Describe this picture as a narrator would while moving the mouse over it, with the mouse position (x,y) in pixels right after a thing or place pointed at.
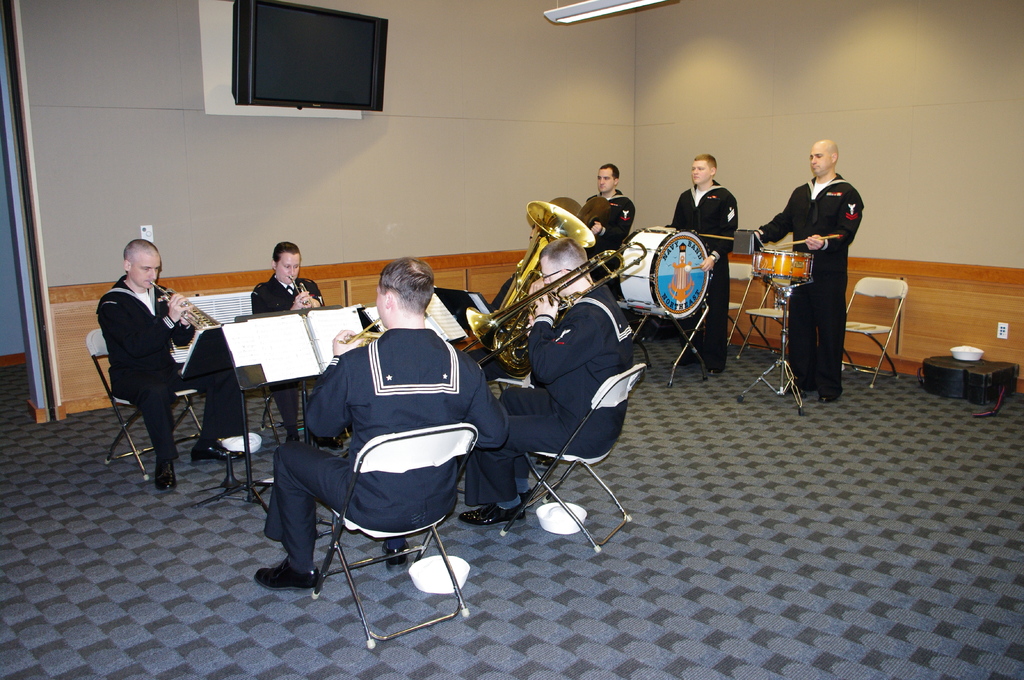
In this image I can see few people (331,417) are sitting on chairs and few are standing. I can also see everyone is holding musical instruments (697,252). In the background (240,15) I can see a television (327,77) and here I can see few stands (256,371).
